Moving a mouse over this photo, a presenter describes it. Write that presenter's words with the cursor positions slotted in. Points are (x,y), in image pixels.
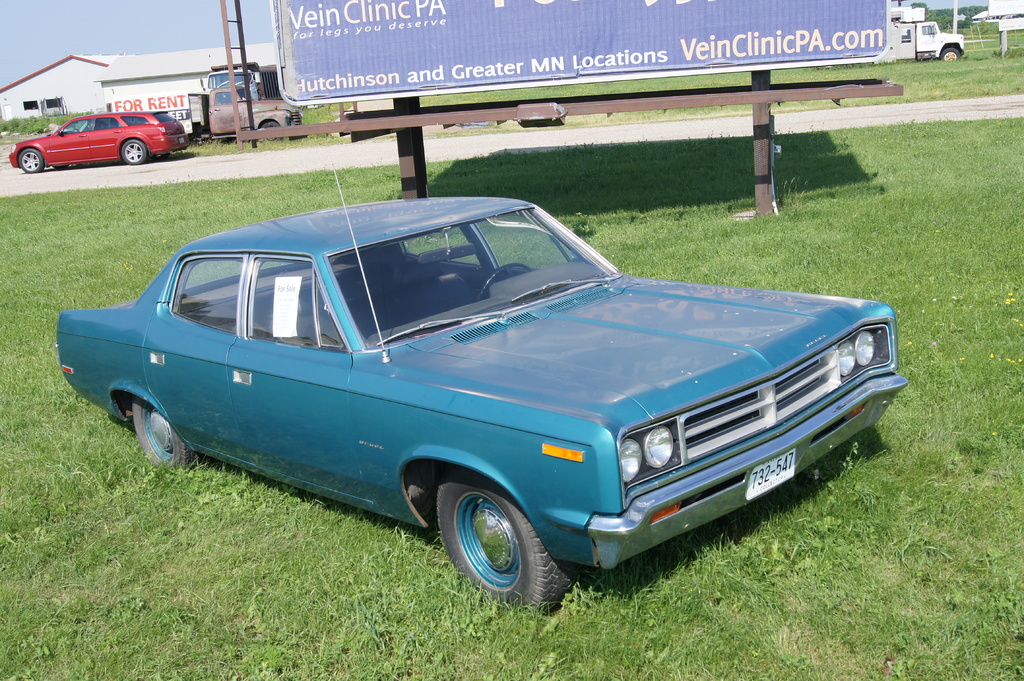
There are vehicles (928,25). Here we can see grass (122,638), border (329,46), plants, and sheds (247,58). In the background (208,26) there is sky (17,5).
